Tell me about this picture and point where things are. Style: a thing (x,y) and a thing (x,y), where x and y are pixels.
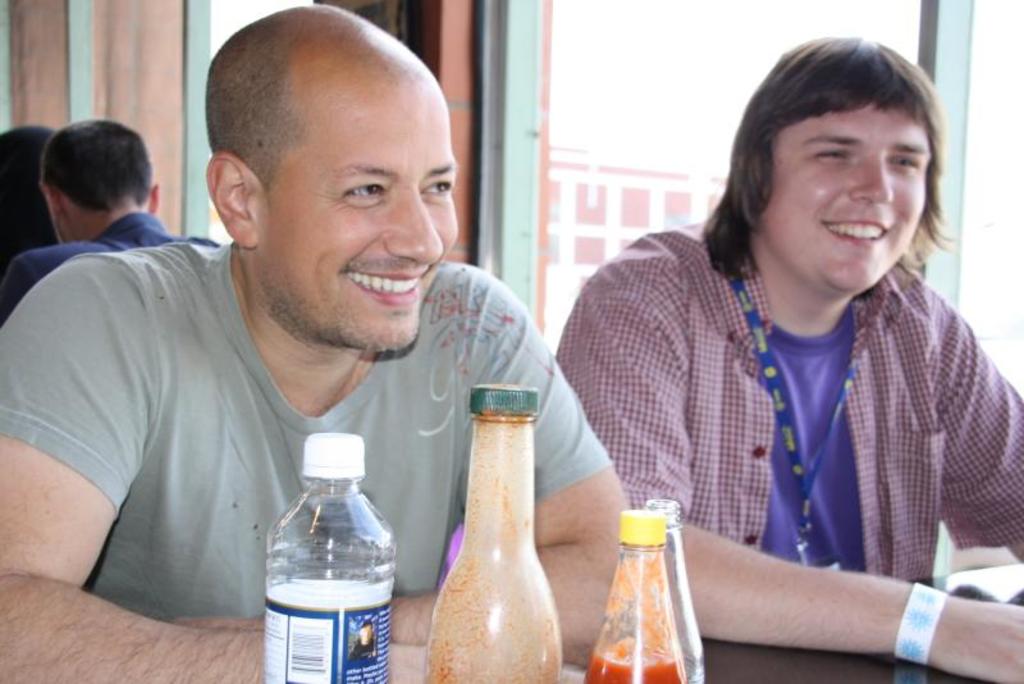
In this picture there are two men (587,405) sitting, they are smiling. In the foreground (520,558) there are four bottles (360,591). In the background (600,190) through the glass (592,200) a building (612,201) can be seen. To the top left (61,202) there are two persons (54,233) seen. In the foreground (808,664) there is a table (829,671).
